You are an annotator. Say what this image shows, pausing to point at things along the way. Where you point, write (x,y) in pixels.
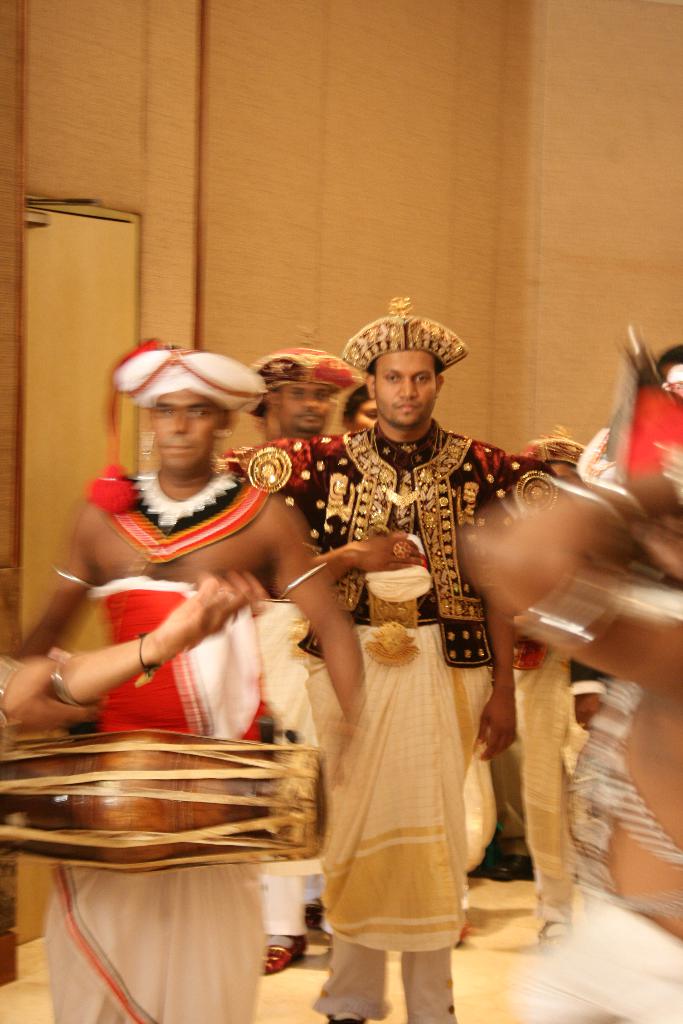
a person (434,551) is standing at the center (396,673). left and right to him people (607,704) are playing drums (160,799).
